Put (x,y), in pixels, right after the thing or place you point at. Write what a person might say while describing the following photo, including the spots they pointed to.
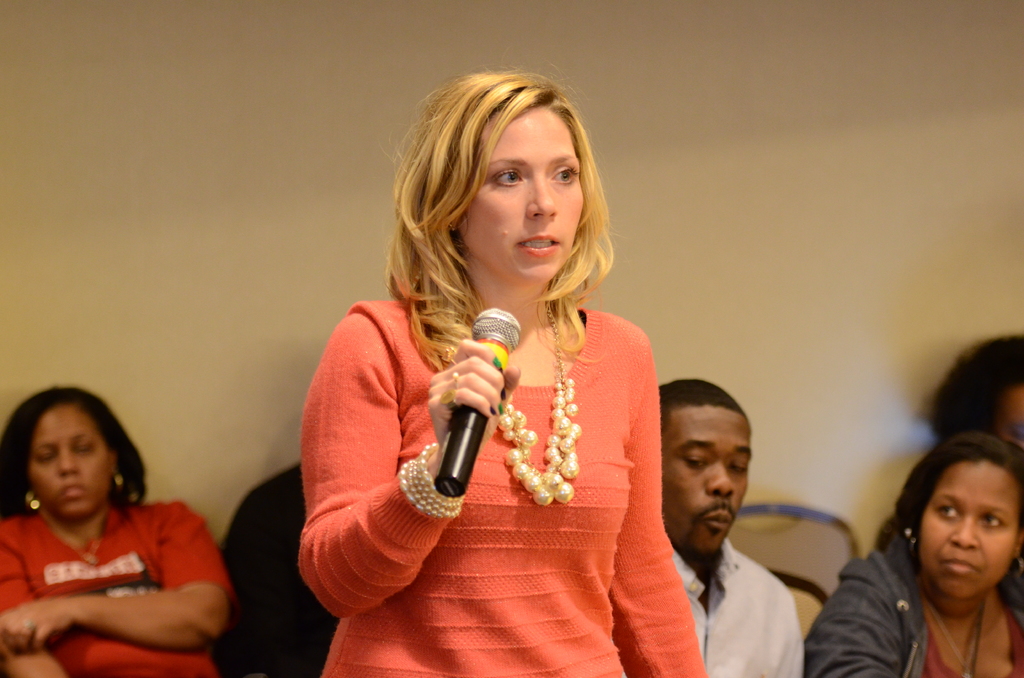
This picture is mainly highlighted with a woman (625,360), standing and talking something. This is a mike (463,473) and the hair (464,172) colour of this woman (588,157) is golden in colour. On the background of the picture (123,159) we can see a wall (259,111) and few persons (281,589) are sitting on the chair (802,511) and on the right side of the picture (948,547) we can see one women (970,578) sitting and listening to the speech of this women (580,368).
